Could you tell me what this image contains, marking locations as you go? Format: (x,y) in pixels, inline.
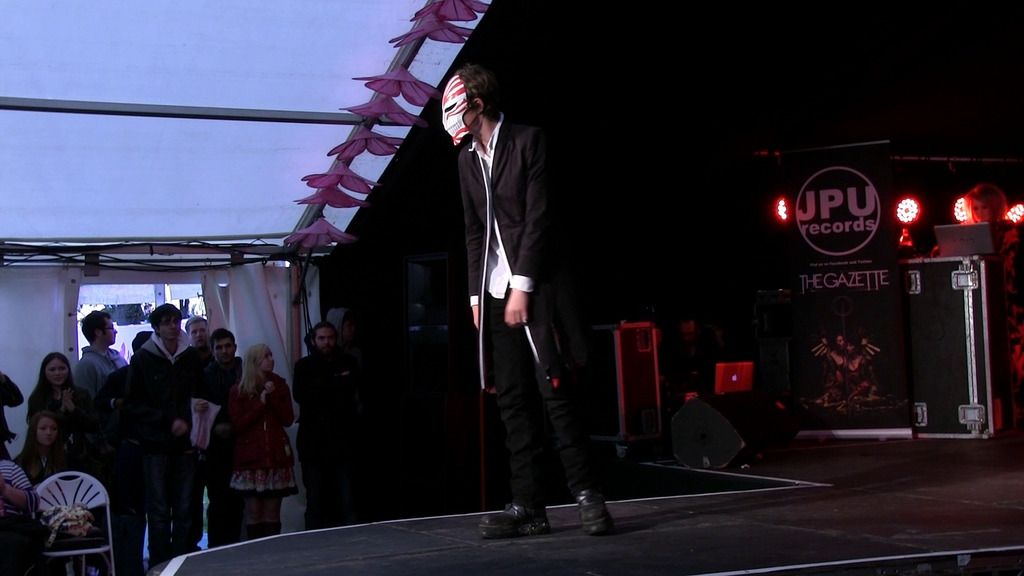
In this picture there are people (43,534), among them there is a person (491,147) standing and wore mask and we can see tent (20,358), devices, banner (871,365), chair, laptop (955,229), focusing lights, rods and objects (938,362). In the background of the image (977,95) it is dark.
